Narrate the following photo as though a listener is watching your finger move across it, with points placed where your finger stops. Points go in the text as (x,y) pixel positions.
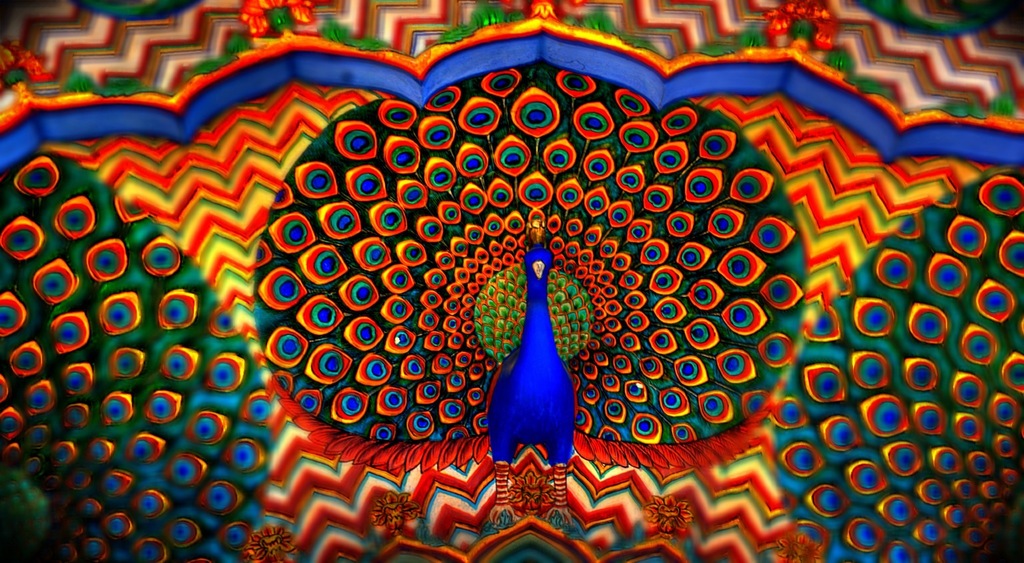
This is an animated picture. I can see peacocks (615,261).
